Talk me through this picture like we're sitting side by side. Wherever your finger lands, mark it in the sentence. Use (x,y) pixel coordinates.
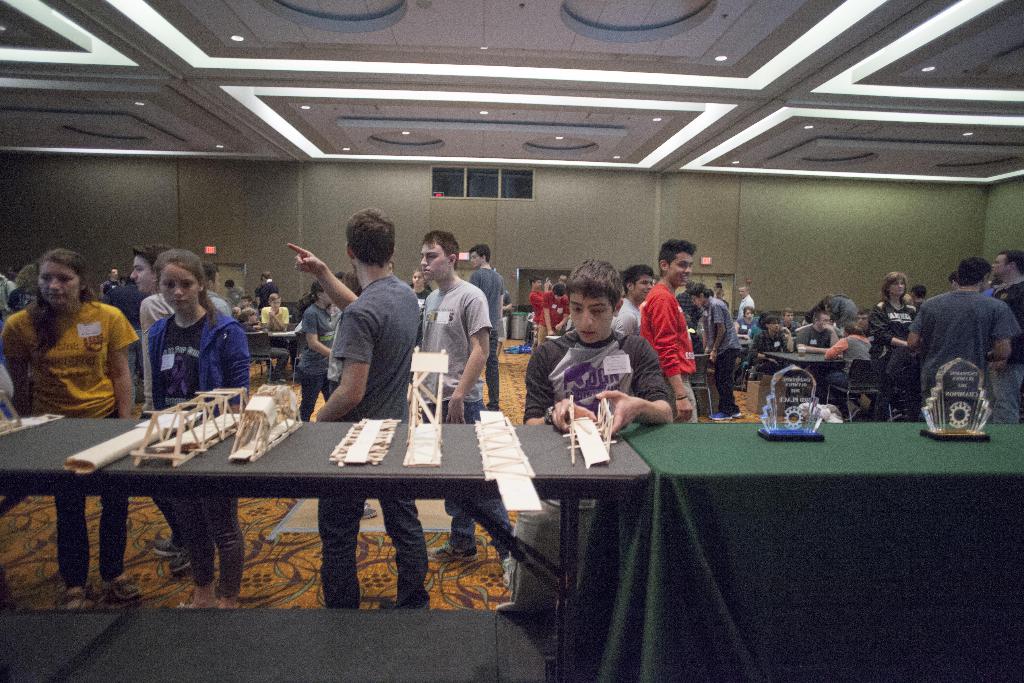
There are tables (46,441) on the left side (311,440). On that there are some models (212,430) with sticks (293,428). On the right side (719,456) there is a table (741,487) with a green cloth (755,467). On that there are trophies (791,395). In the back (365,323) there are many people (575,317). In the background (490,214) there is a wall (565,198) with window (490,174). On the ceiling (243,86) there are lights (736,104). On the floor (274,589) there is a design (282,566).
